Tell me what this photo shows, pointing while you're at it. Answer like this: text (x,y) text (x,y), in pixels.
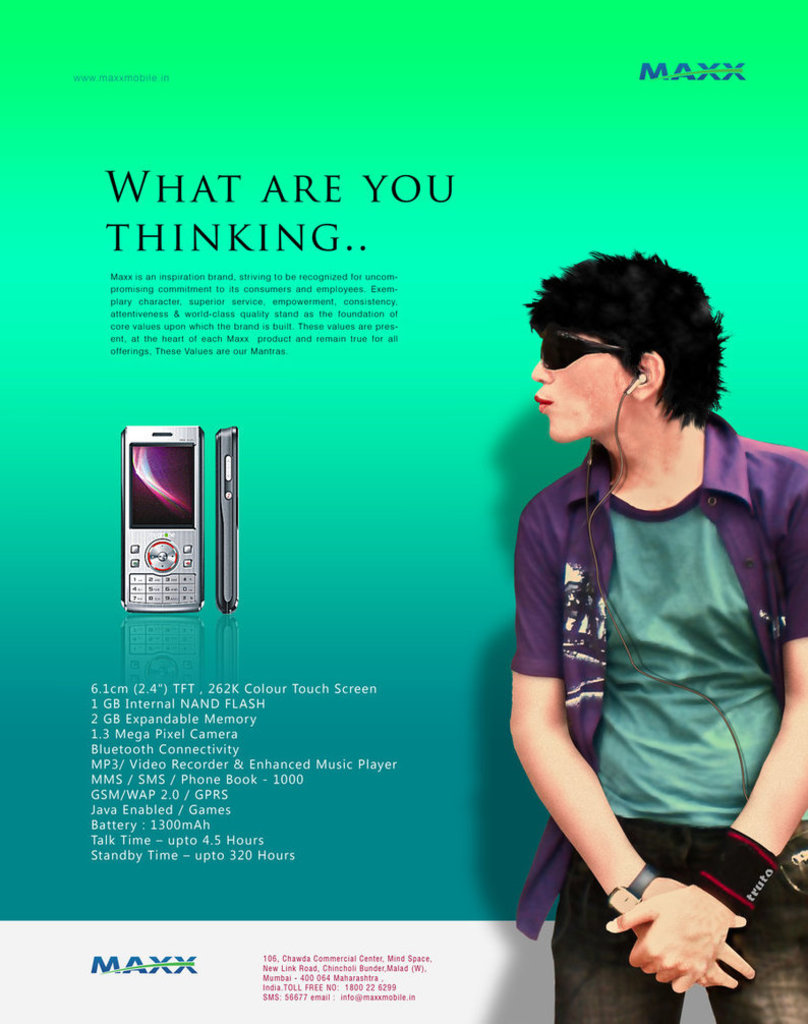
In the foreground of this poster, there is a man (654,634) wearing earphones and to the left side of him there is a text (292,235), mobile phones (203,562) and the logo (132,959).
